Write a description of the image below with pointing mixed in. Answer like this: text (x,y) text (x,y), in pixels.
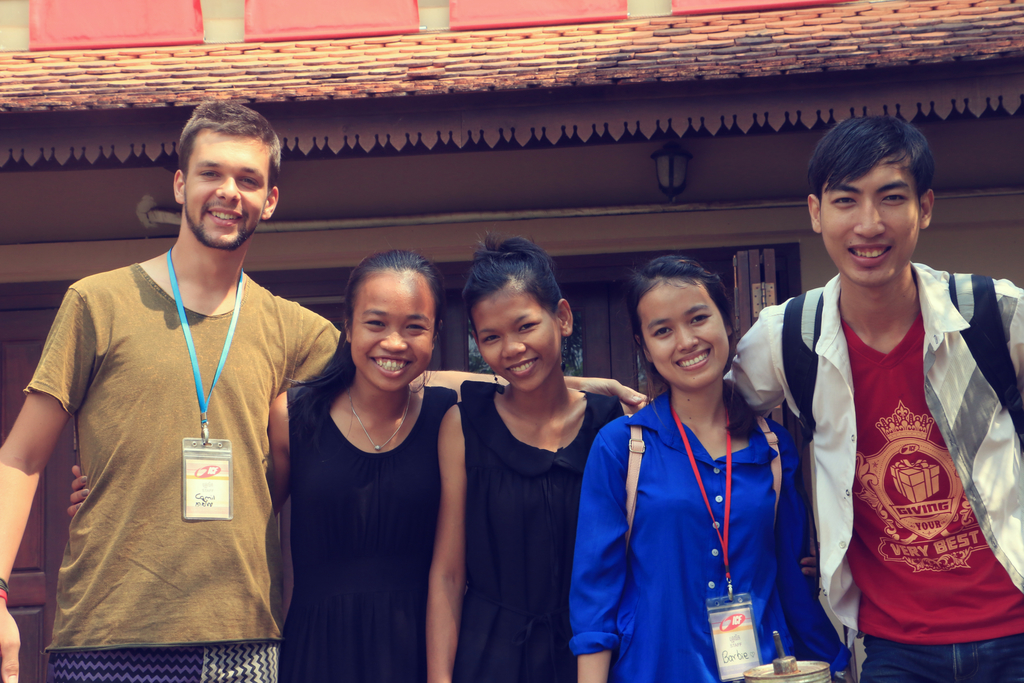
There are five persons (644,471) standing and there is a building (577,134) behind them.
